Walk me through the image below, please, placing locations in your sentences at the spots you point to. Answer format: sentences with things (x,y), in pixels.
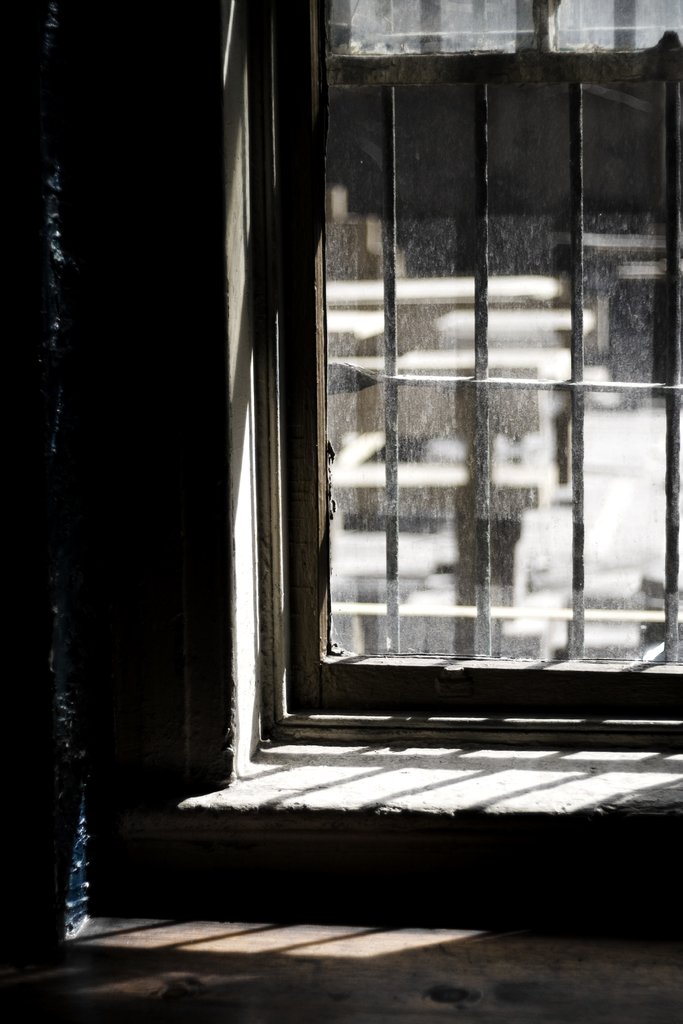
In this image, in the middle (437,587), we can see a glass window (617,690). Outside the glass window (354,472), we can see metal bars (672,493) and planks (475,358). At the bottom (201,1007), we can see a floor (201,1007). On the left side (174,428), we can see a wall (152,499).
